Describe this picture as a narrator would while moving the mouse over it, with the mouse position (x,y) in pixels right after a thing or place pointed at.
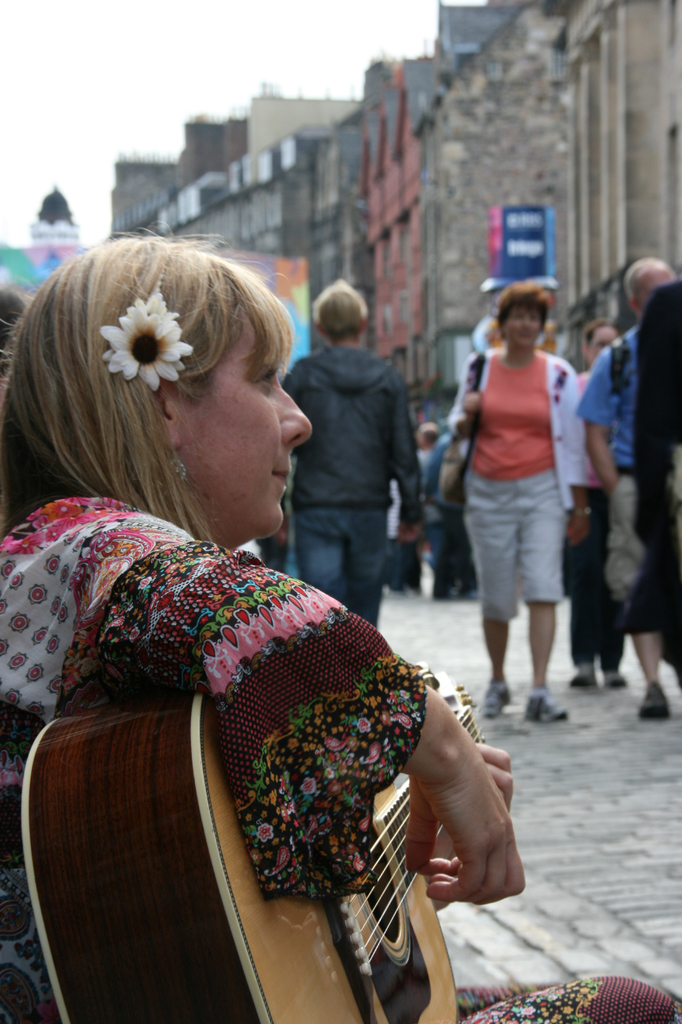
It is an open place (504,711) where people (313,492) are walking on the streets (494,716). One woman (261,799) is sitting and playing a guitar (403,810) she is wearing a flower (137,371) in her head (175,402). There are so many buildings (296,215) and the woman (494,555) is wearing a shorts (525,482) and t-shirt (519,421) and holding a bag (445,458).
